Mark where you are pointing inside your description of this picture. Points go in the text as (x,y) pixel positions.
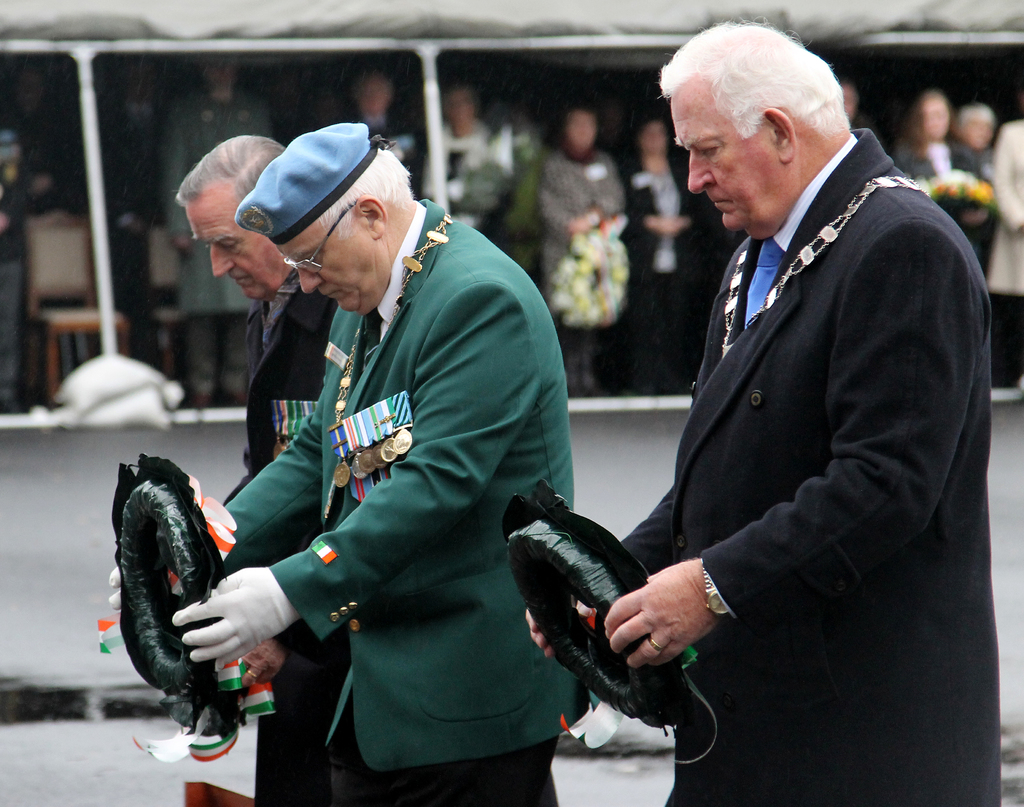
In this image we can see few people (475,575) standing and holding some objects (599,597). There are many people (564,185) under the tent (944,58) and holding some objects (989,193) in their hands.
